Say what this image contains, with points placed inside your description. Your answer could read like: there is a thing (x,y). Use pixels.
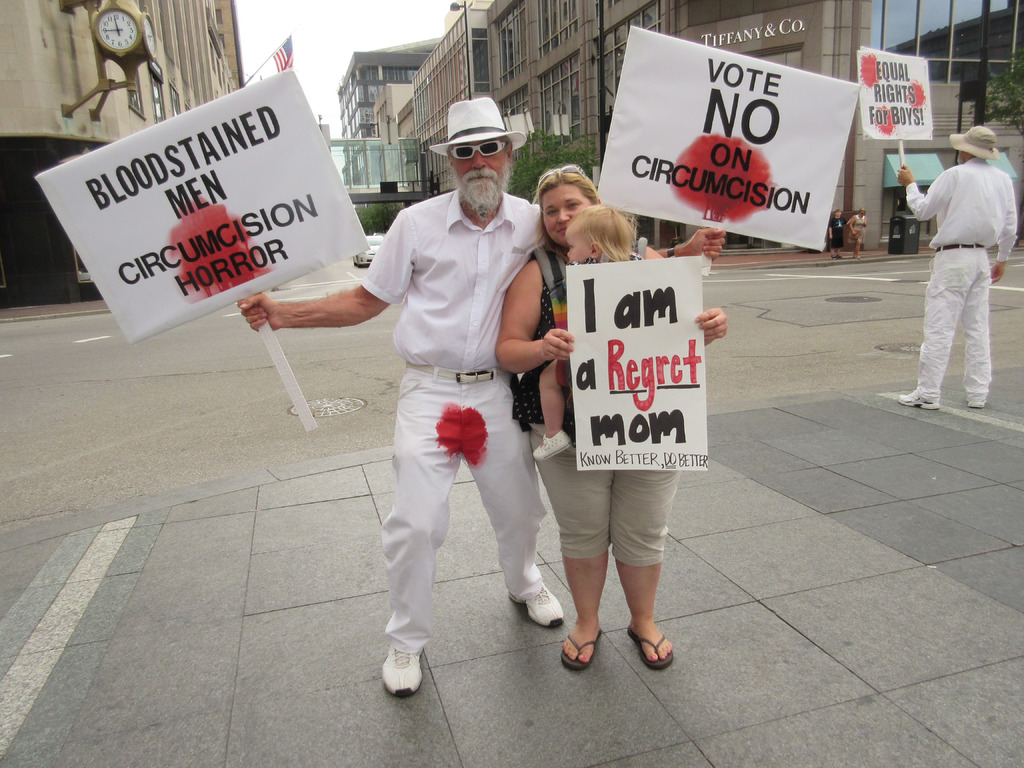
In the center of the image (654,507) we can see three people (409,617) standing and holding boards (684,126) in their hands (559,360). The lady (616,534) standing in the center (550,429) is carrying a baby (606,262). In the background (170,27) there are buildings (491,83) and sky (336,69).
